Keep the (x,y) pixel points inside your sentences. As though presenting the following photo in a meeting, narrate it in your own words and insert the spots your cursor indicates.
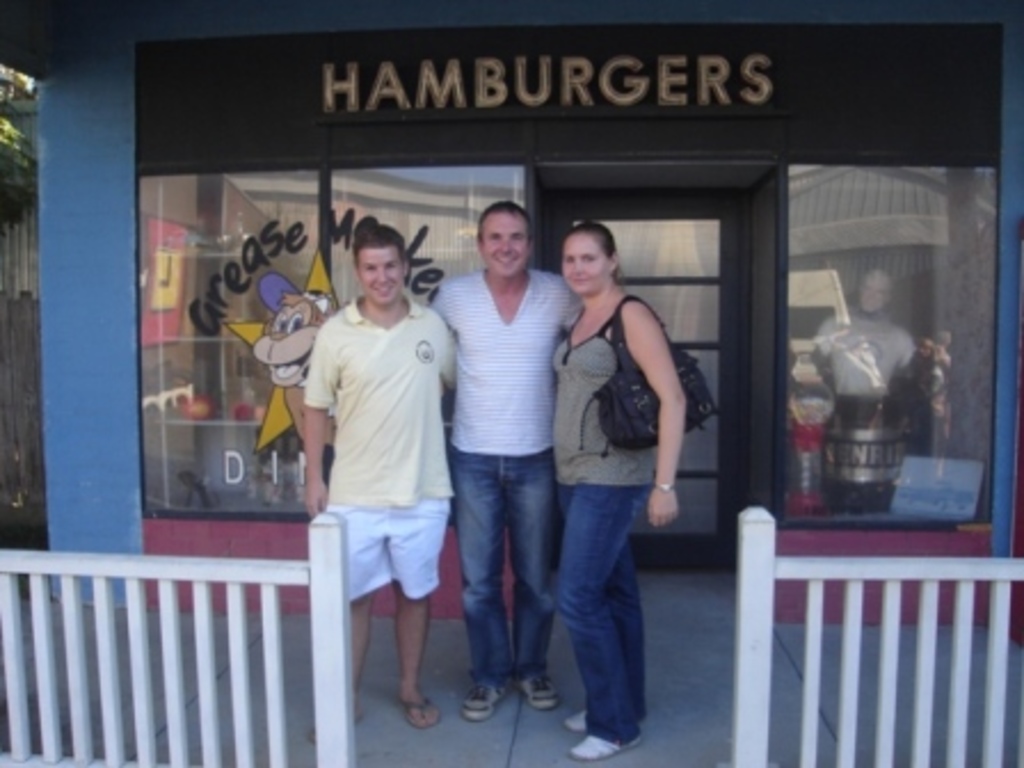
In this picture there are people (398,302) standing and smiling, among them there is a woman (577,615) carrying a bag (613,378) and we can see railings (816,686). In the background of the image (489,52) we can see store (767,227), sticker (304,386) and text (208,325) on the glass (383,201), mannequin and objects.
